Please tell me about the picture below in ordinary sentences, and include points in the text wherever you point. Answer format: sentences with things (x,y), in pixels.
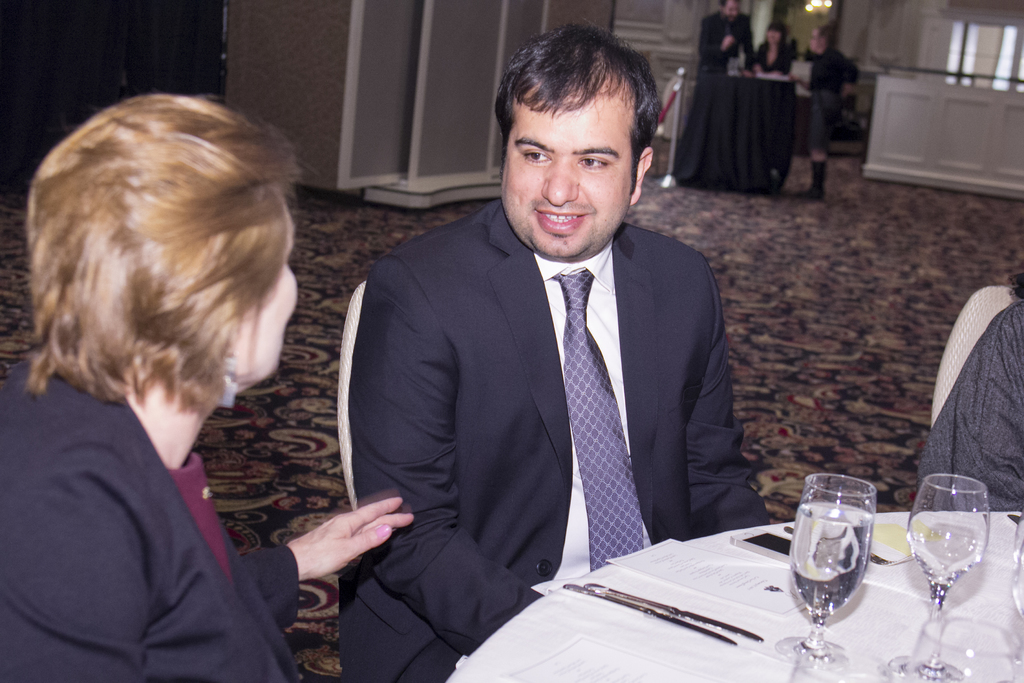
In this image in the middle (522,367), there is a man (643,339), he wears a suit (628,388), shirt (579,504), tie (582,367), he is sitting on the chair (340,413). On the left (143,390) there is a woman (149,404), she wears a suit (121,623), her hair (205,337) is short. At the bottom (890,626) there is a table (792,633) on that there are papers (738,590), glasses (849,587), mobile (778,547). On the right (1006,417) there is a person (998,356). In the background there are some people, windows (970,42), lights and wall (397,79).
